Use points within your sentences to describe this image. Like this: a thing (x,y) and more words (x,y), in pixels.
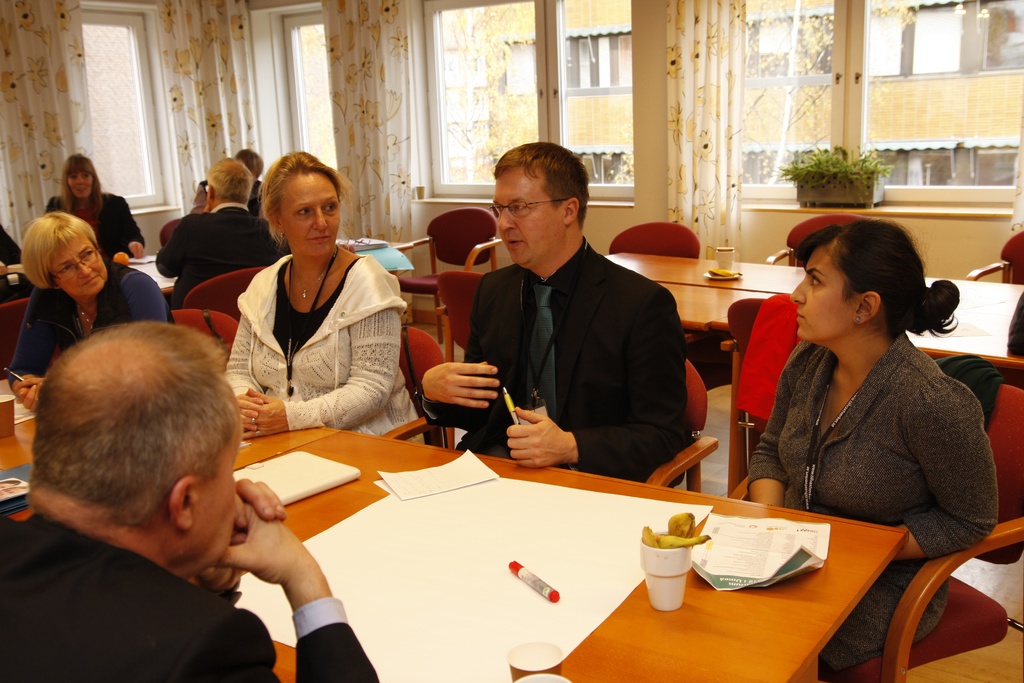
This is an inside view. Here I can see few people (274,402) are sitting on the chairs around the table (617,634). On the table (650,624) I can see few papers (488,506), glass (662,568) and marker pen (524,573). In the background (622,67) there are windows (547,74), through that windows (531,90) we can see the outside view and also I can see white color curtains (683,89).
